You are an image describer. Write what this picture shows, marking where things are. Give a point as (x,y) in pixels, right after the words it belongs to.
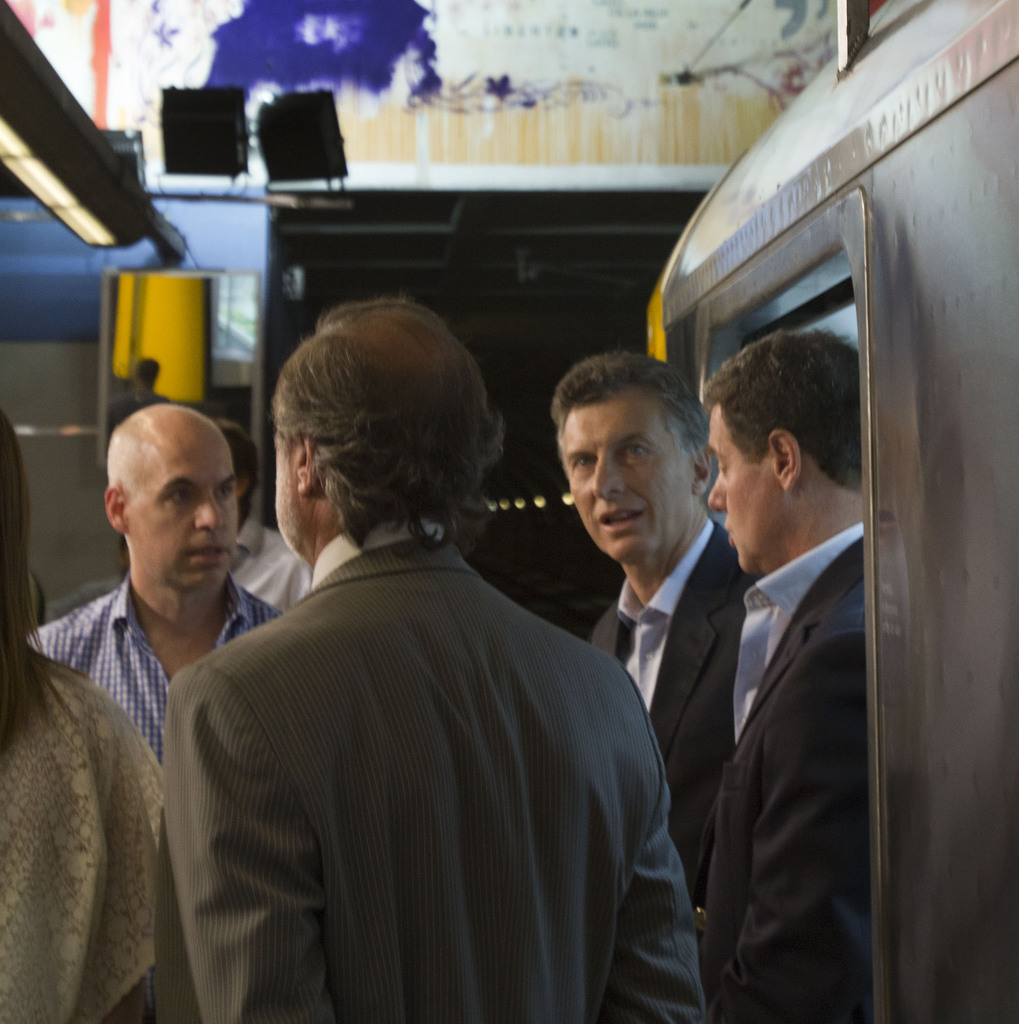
In the foreground of the image (468,758) we can see a group of people (424,709) are standing and talking. On the top of the image (417,185) we can see lights (114,183) and a poster (469,94).
